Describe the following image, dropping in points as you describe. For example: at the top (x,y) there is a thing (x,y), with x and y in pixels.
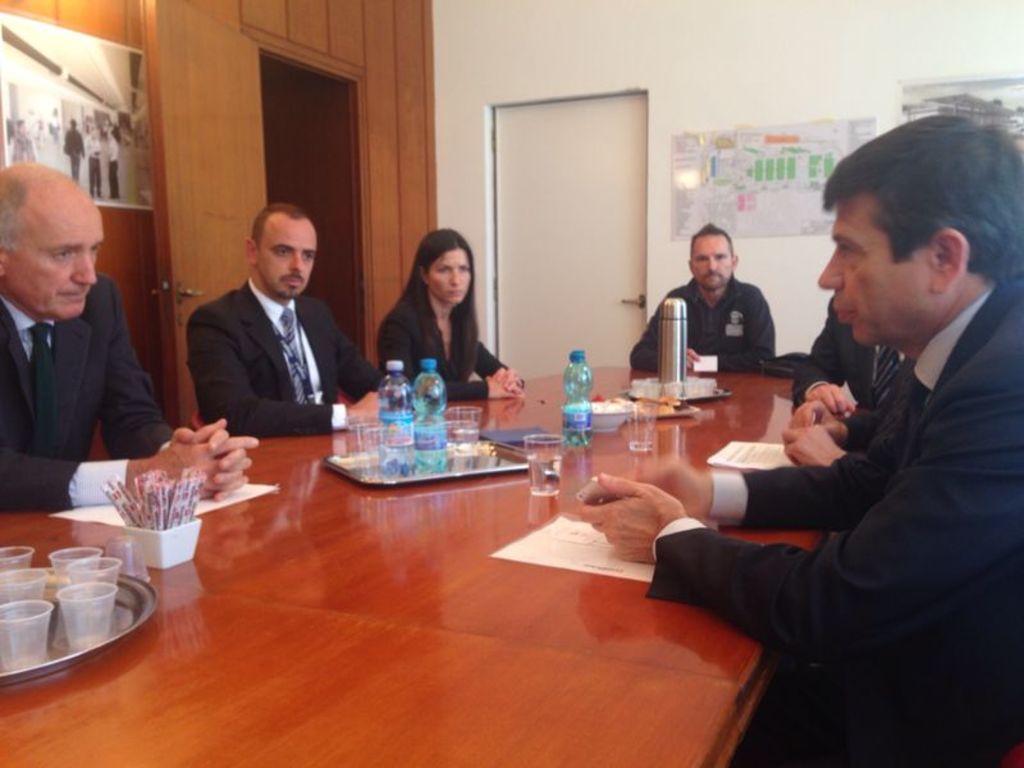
In this picture there are a group of people (800,633) sitting, there have a table (550,405) in front of them with some water bottles (571,387), a flask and some sugar packets (188,516) is also some glasses (549,444) kept on it.
